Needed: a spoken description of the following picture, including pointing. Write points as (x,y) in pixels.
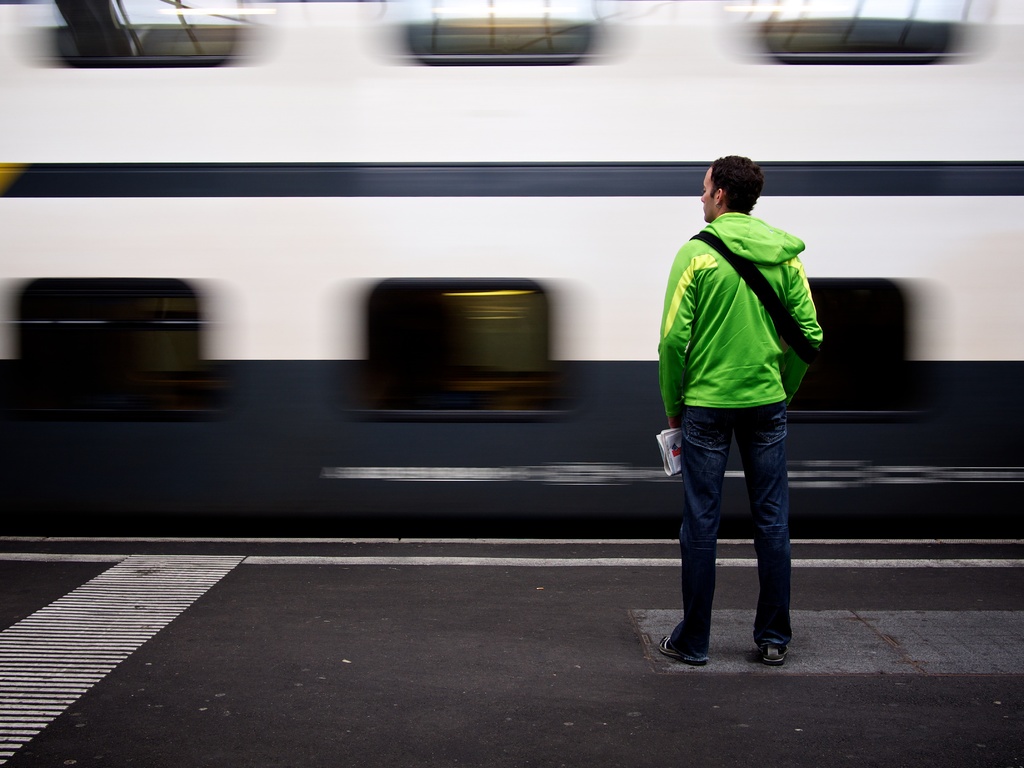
This picture is clicked outside. On the right (722,237) we can see a person (756,326) holding an object (677,457) and standing on the ground (633,663). In the background (139,132) we can see a vehicle (140,91) seems to be the train (725,114) which seems to be running on the railway track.
